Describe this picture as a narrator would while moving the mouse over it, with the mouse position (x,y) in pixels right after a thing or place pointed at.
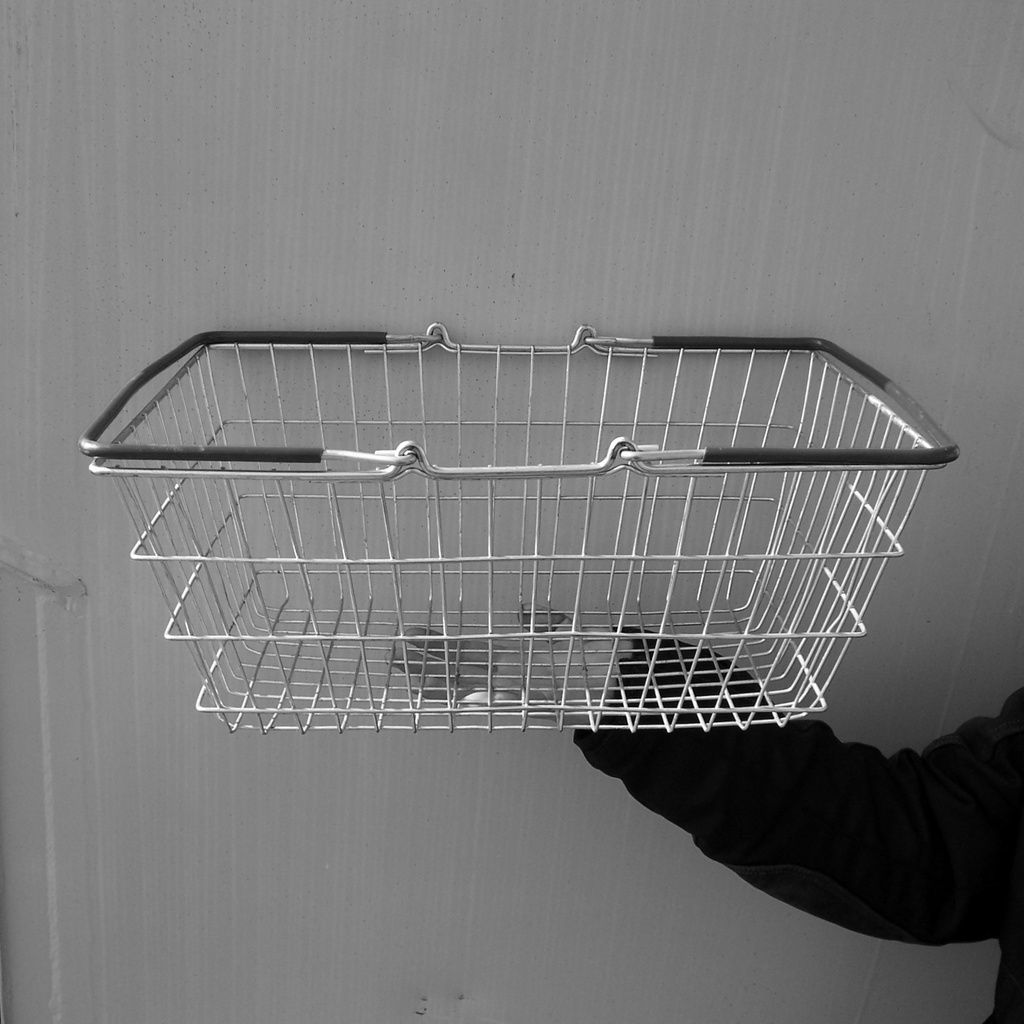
In this picture, it seems to be a wire basket (762,458) in the center of the image (343,566) in a hand (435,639).
